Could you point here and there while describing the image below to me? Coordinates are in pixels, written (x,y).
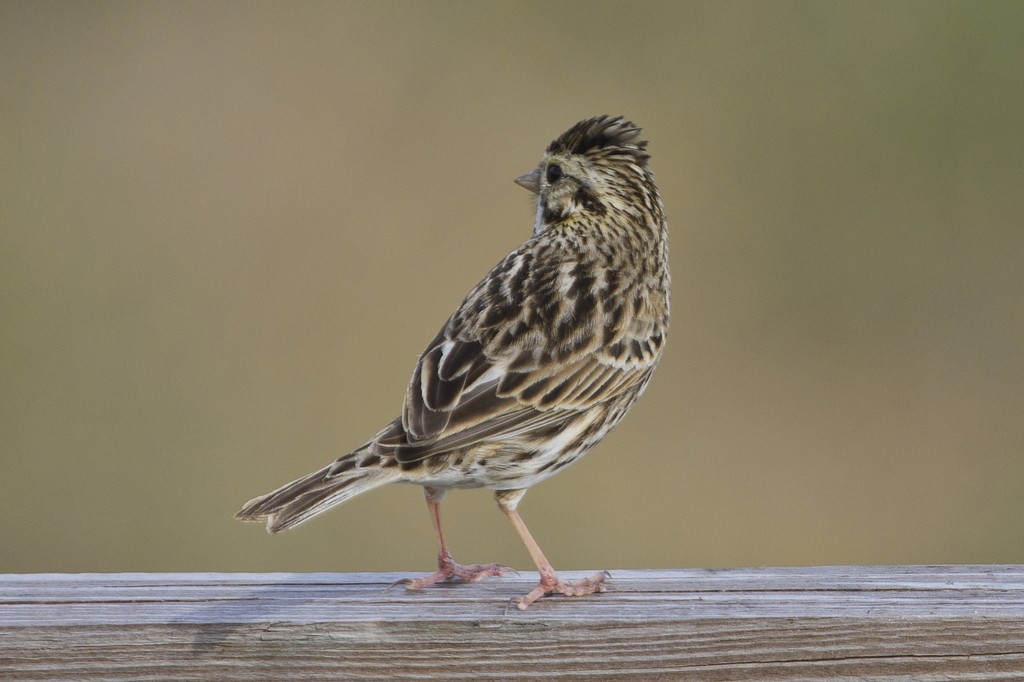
In this image in the center (495,415) there is a bird (513,385) and the background (791,223) is blurry.
